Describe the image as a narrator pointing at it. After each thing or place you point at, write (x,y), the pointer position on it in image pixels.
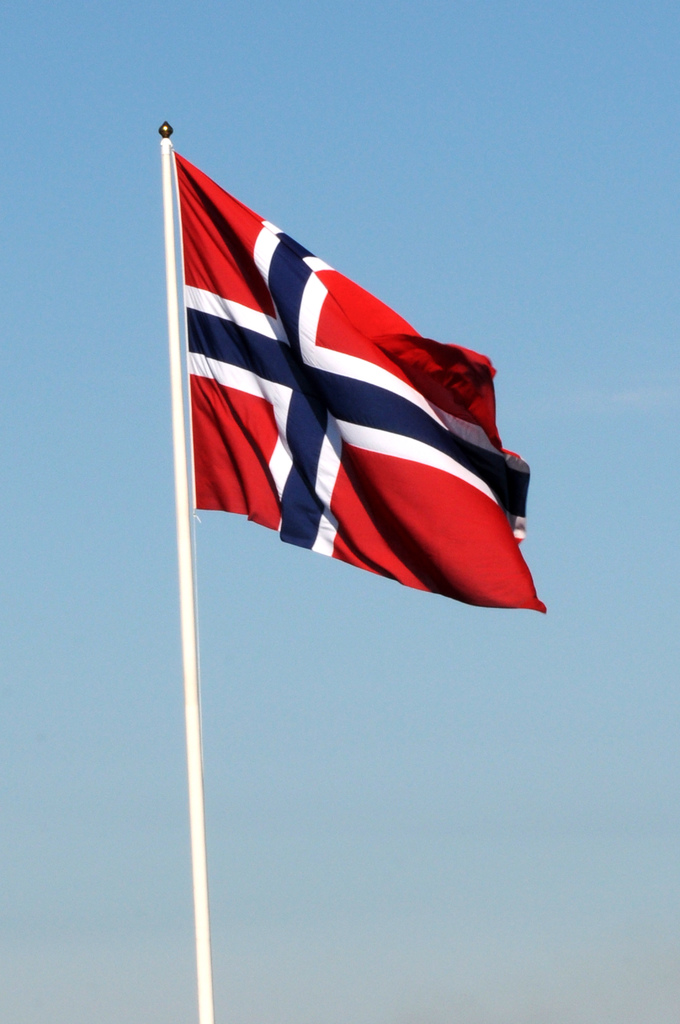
In this picture I can see a pole (186,646) in front (192,658) on which there is a flag (250,240), which is of white, red and blue color. In the background (76,417) I can see the clear sky (342,716).
